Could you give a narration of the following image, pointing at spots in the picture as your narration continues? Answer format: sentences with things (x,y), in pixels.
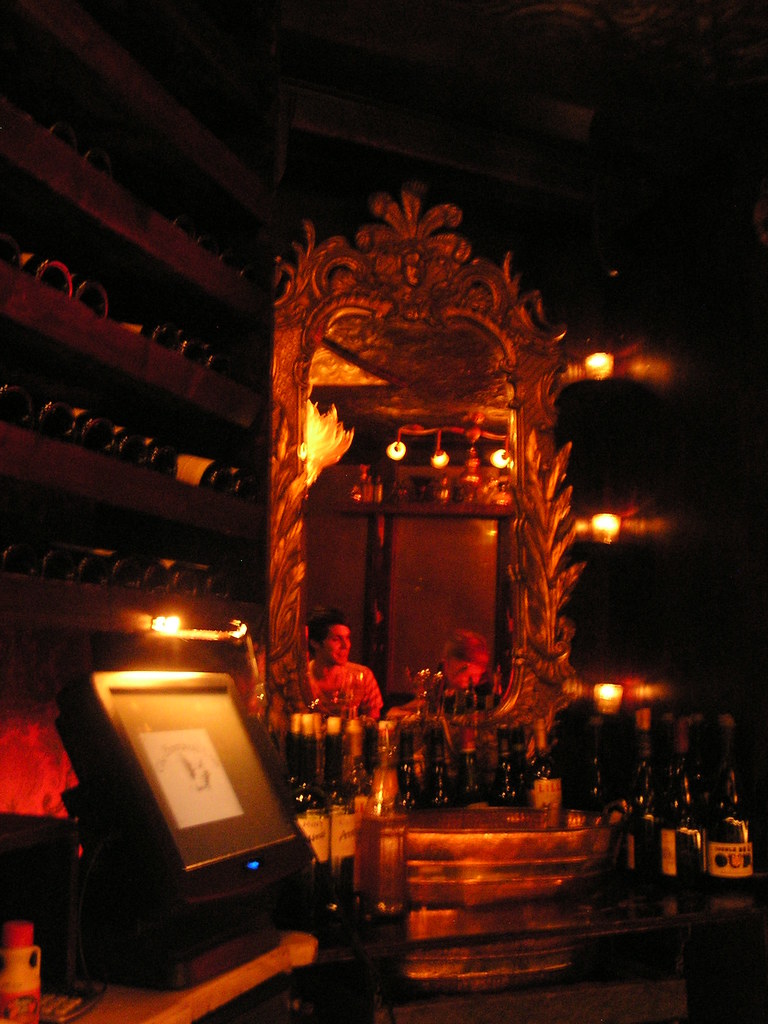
In this image, we can see a mirror (380,270) and the reflection (449,665) of people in the mirror (446,399). We can see a few bottles (681,738) on the surface (579,925). We can also see a screen (273,818) and some objects (213,631) on the left (180,758). We can see some shelves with objects (54,411). We can also see the dark background (456,177).
